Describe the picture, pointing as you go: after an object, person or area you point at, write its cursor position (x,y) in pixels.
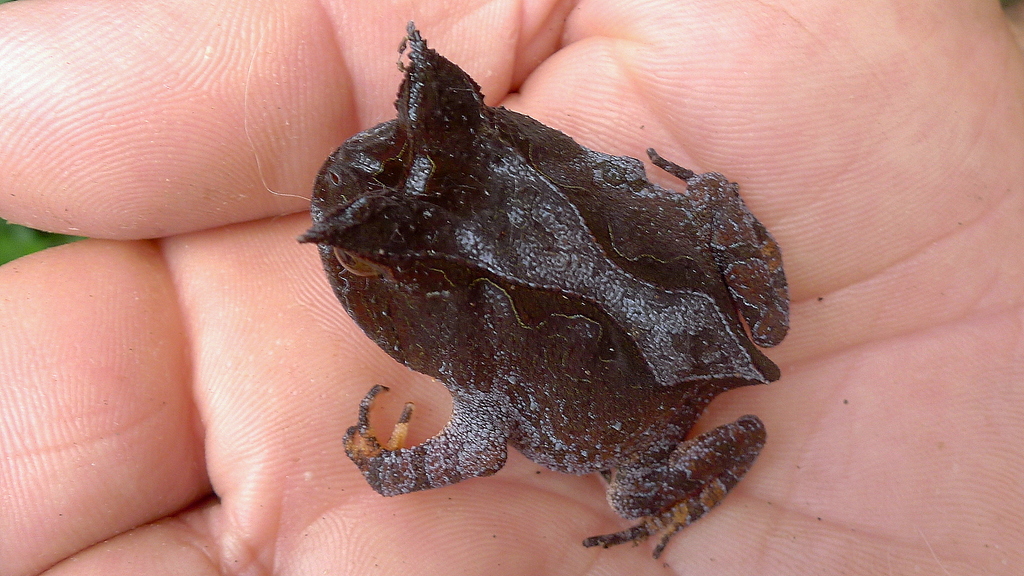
In this image in the foreground (259,322) there is one persons hand (732,139) is visible, and he is holding a frog (630,320).
